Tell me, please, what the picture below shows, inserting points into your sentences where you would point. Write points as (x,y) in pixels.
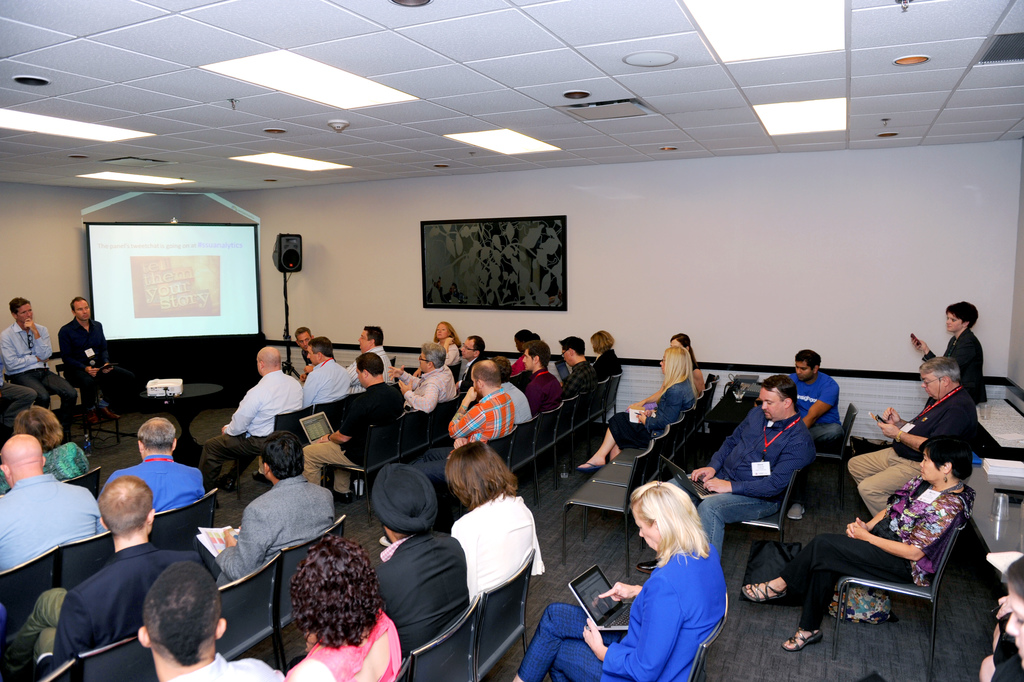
In this picture I can see many persons (145,494) who are sitting on the chair (154,532) and some persons (565,610) are holding the laptop (624,611) and mobile phone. On the left (22,336) there are two persons (40,368) who are sitting near to the projector screen (130,325) and table (184,393). On that table (201,389) I can see the projector machine (160,385). Beside the projector screen (254,311) there is a speaker (280,260) which is placed near to the wall (412,328). At the top (713,45) I can see the light (274,76) on the ceiling (508,57).
